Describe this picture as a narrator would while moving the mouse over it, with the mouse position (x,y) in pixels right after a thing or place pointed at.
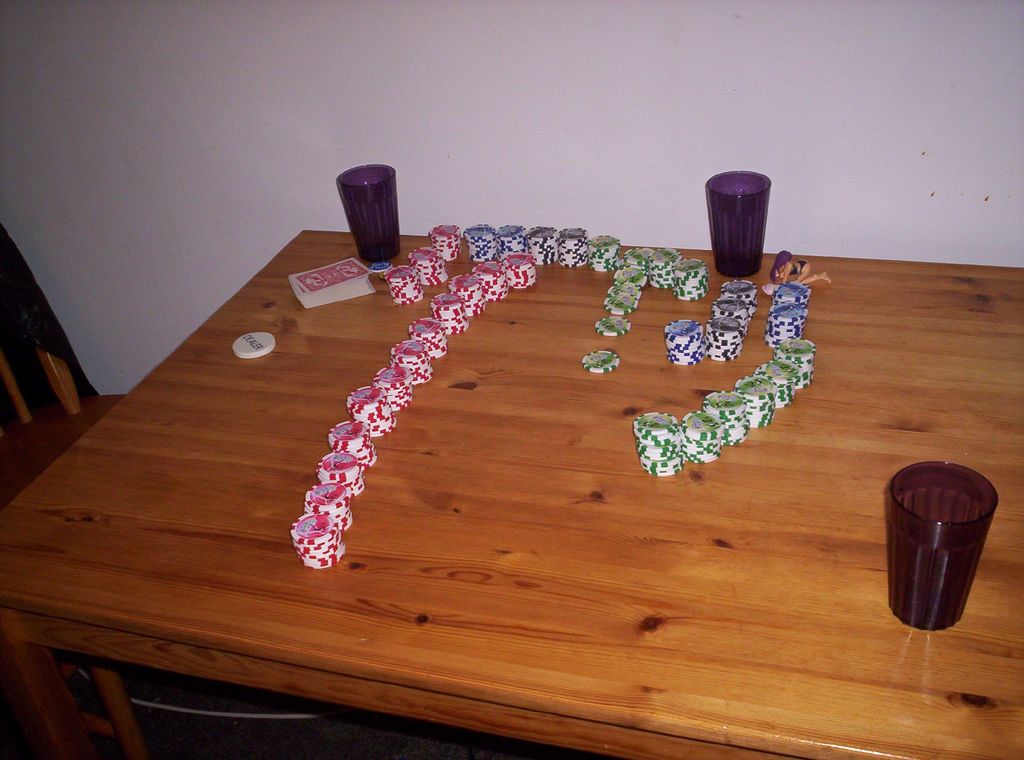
In this image we can able to see a table (415,601), on that table (989,687) we can able to see coins (349,507), and there are three glasses (961,554), we can able to see a doll (775,279), we can able to see rummy cards (330,282), and there is a wall (265,58), and there is a chair (40,422) here.
